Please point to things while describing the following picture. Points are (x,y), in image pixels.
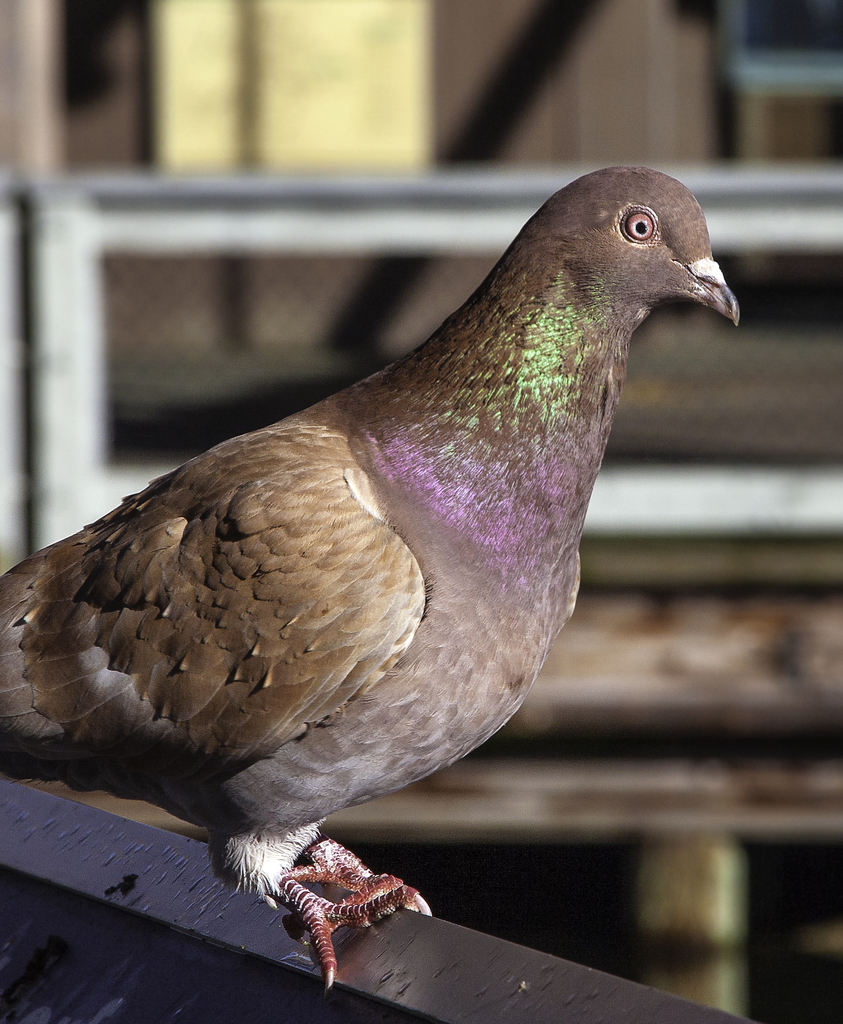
This is the picture of a bird (321,487) which is on the black thing (81,887) and behind there are some other things (66,383).
